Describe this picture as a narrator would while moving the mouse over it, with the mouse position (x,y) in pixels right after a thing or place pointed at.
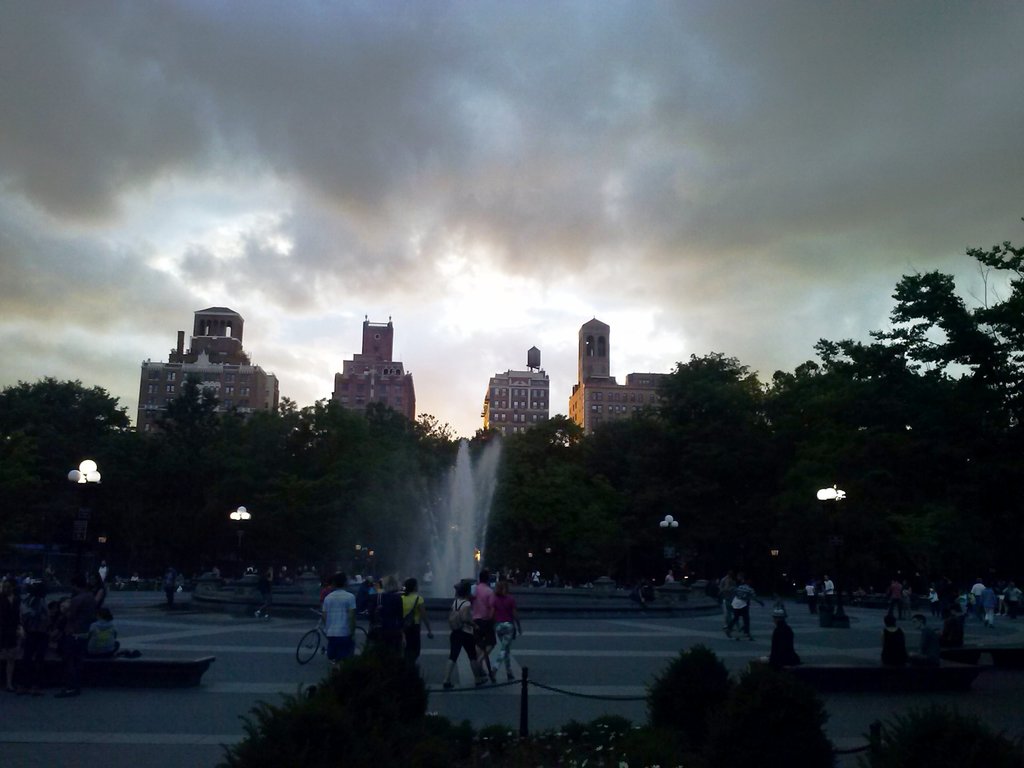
In this picture we can observe some people (479,641) on the land (679,623). There are some plants (380,751). We can observe some lights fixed to the poles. In the background (353,495) there are trees (273,484), buildings (380,396) and a sky (311,229) with some clouds (410,146).
